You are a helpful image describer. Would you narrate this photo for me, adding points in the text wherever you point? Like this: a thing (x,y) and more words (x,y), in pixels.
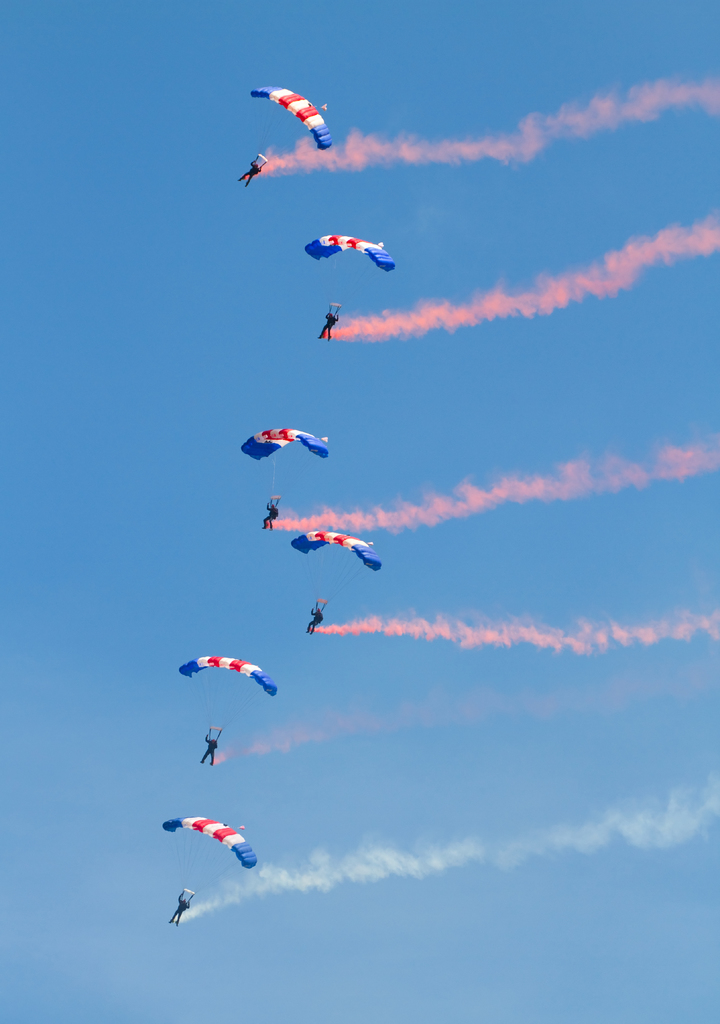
In this image I can see few parachutes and persons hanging through parachute (267,93) visible in the air and I can see the sky (370,97).
